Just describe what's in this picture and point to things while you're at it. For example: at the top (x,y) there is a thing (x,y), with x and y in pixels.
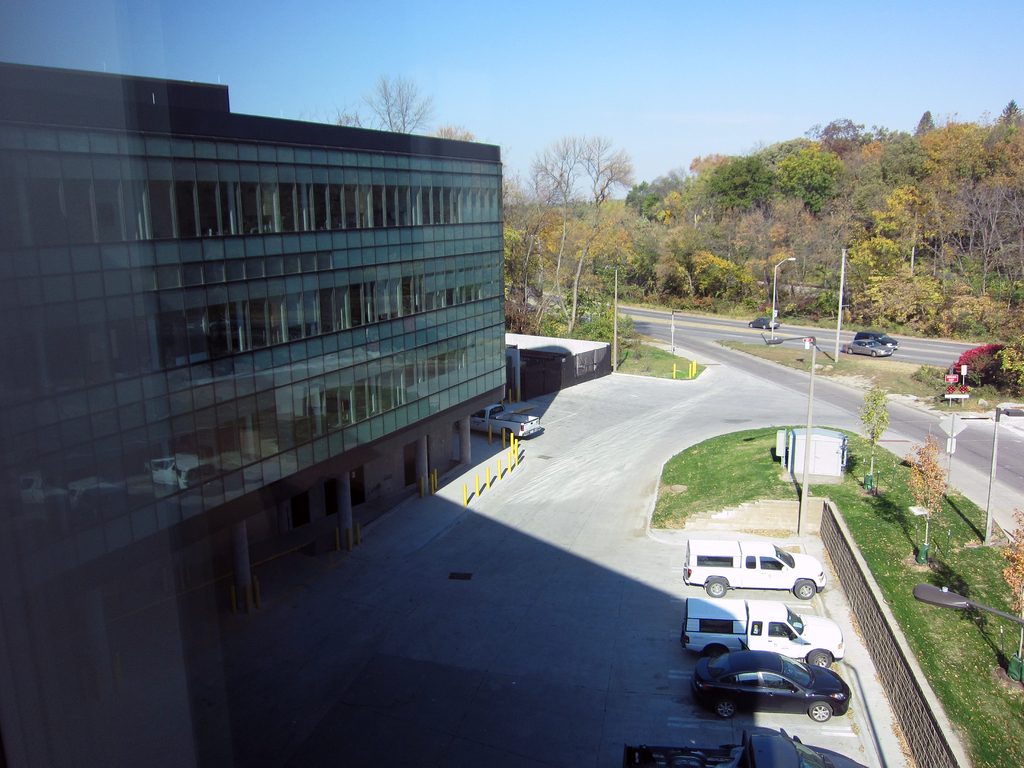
At the bottom of the image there are some vehicles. Behind the vehicles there is grass (720,442) and there are some plants (933,469) and poles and sign boards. At the top of the image (784,101) there are some buildings (14,126) and trees (1019,279) and sky (195,53).
